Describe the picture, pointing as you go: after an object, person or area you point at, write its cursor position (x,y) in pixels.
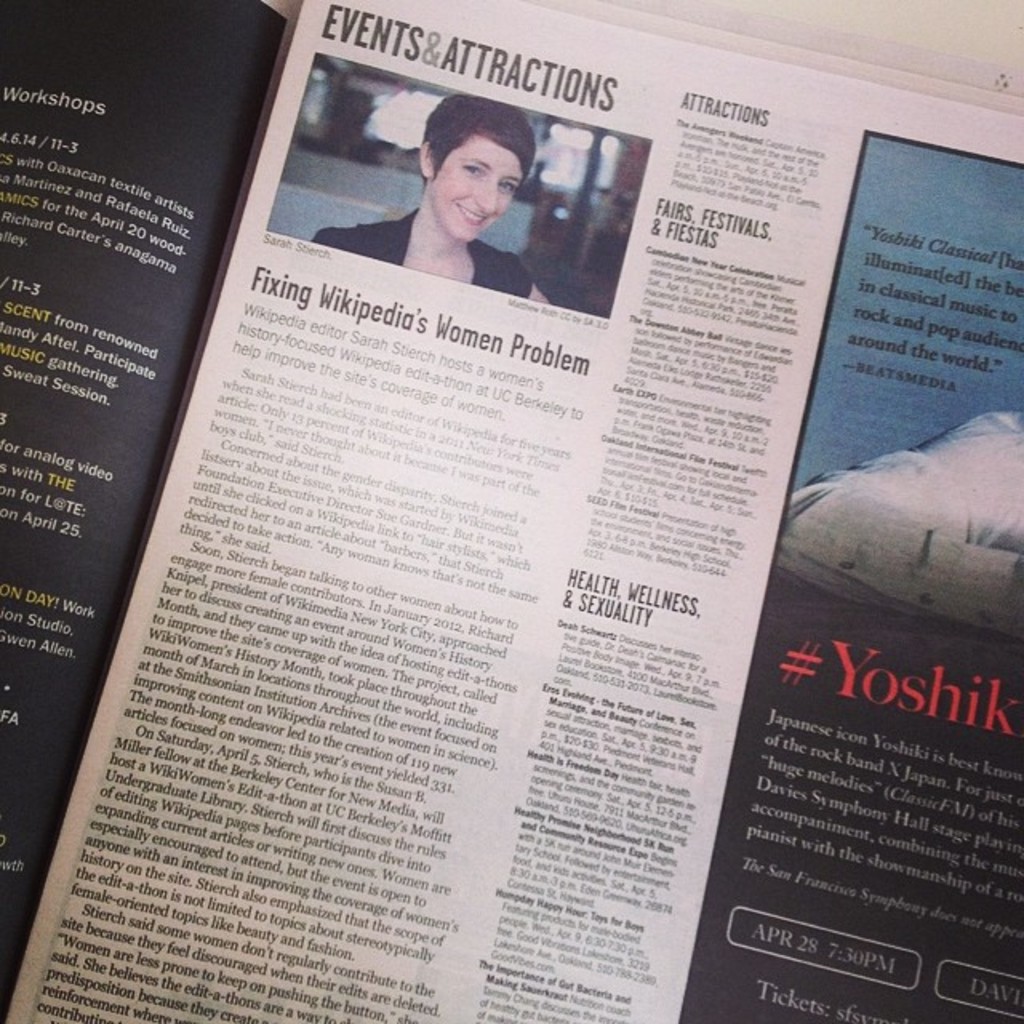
In this image, we can see a newspaper (578,315) and there is an image (487,202) of a lady (471,204) and we can see text (801,656).
